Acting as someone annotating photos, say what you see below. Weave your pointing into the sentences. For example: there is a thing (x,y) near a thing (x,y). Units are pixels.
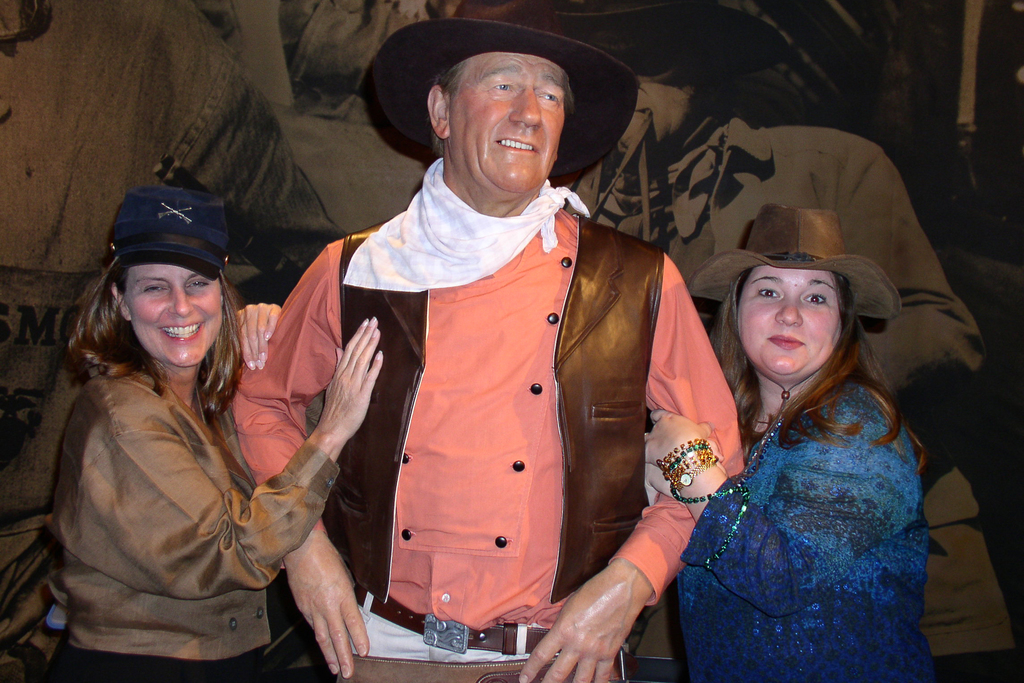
In the picture we can see a man (344,650) standing and wearing a hat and both the sides of the man (326,650) we can see the women (132,589) standing and holding the hands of a man (576,372) and they are smiling and behind them we can see a wall (101,181) with some designs (89,175) on it.
